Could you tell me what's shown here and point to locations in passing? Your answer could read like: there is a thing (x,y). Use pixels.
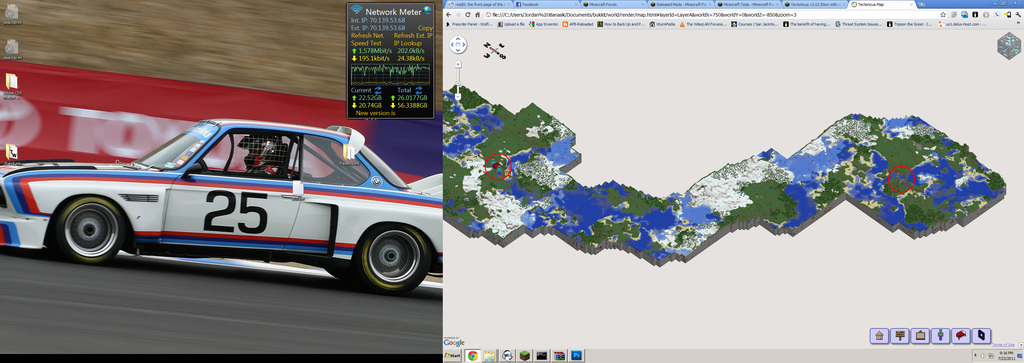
In this picture there are screenshots (424,129) in the image, which contains a sports car (245,127) and an aerial view (592,211) in it.
